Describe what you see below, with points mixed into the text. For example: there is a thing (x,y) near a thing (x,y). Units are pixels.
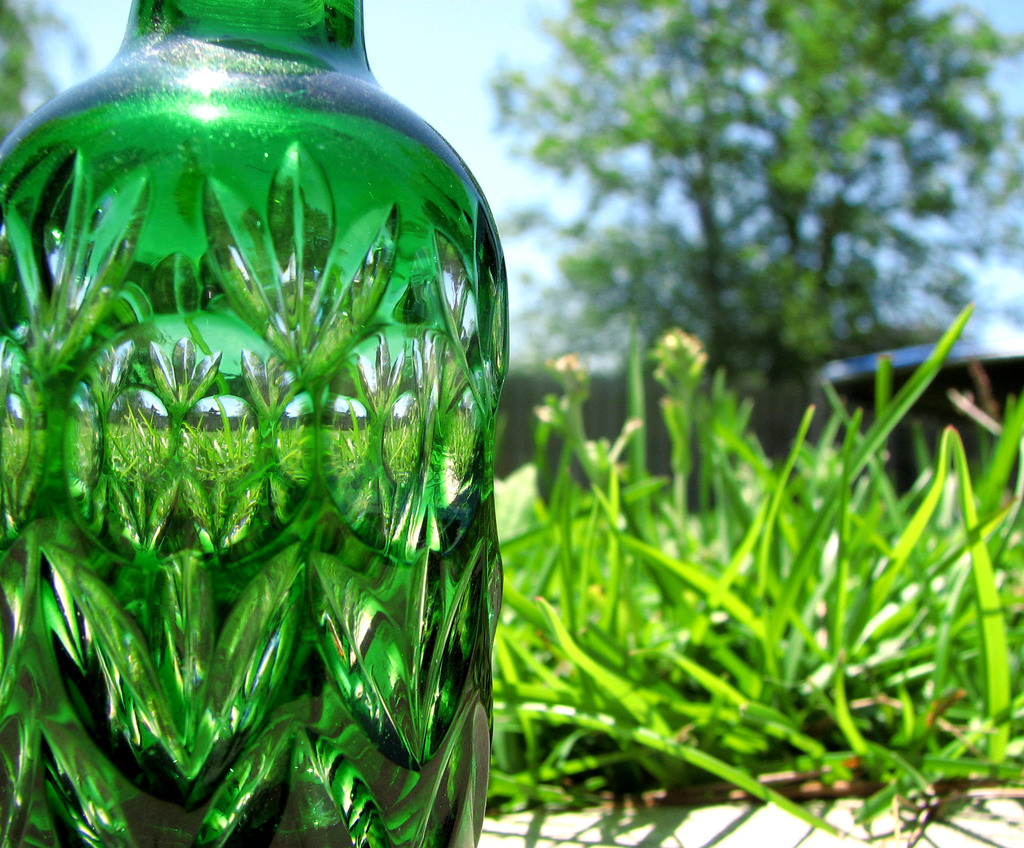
In this image we can see a bottle (204,355) in the foreground (255,498). In the background (816,600) we can see grass (724,562) and trees (695,201).
